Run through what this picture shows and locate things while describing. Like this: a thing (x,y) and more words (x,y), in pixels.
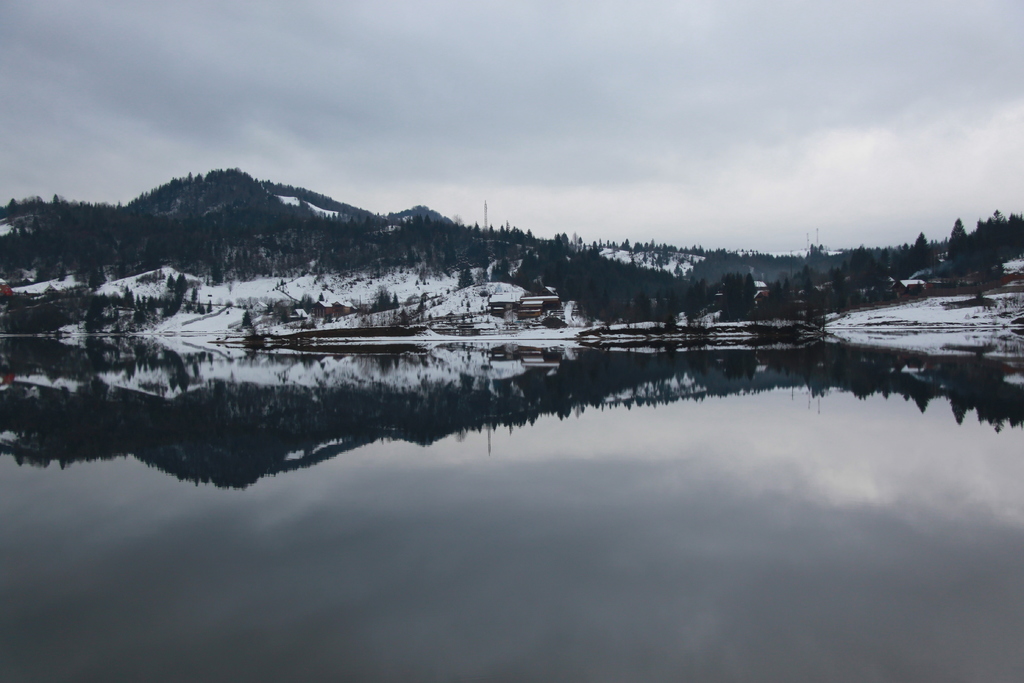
In this image I can see the water (241,494), background (811,305) I can see few poles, snow (452,304) in white color, trees (387,253) in green color and the sky (521,130) is in white and gray color.
